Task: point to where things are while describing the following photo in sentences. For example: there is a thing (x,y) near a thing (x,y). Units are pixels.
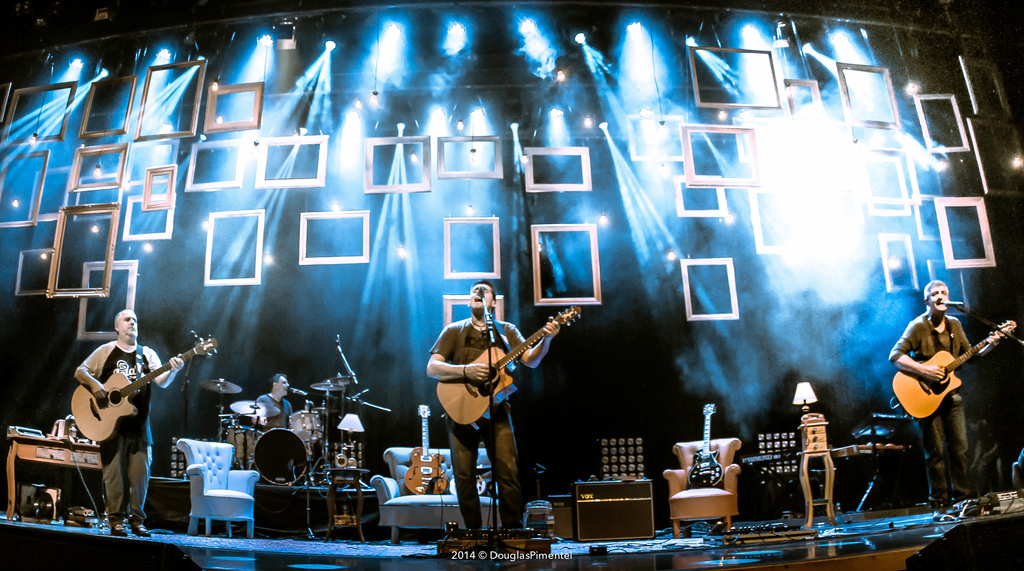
In this image we can see this people (927,367) are holding a guitar (924,388) and playing it. This people (902,346) are singing through the mics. This person (276,390) is sitting and playing drums (284,450). We can see chairs (675,489), lamp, guitars (435,474), table (18,451) and show lights (151,86) in the background (617,168).
